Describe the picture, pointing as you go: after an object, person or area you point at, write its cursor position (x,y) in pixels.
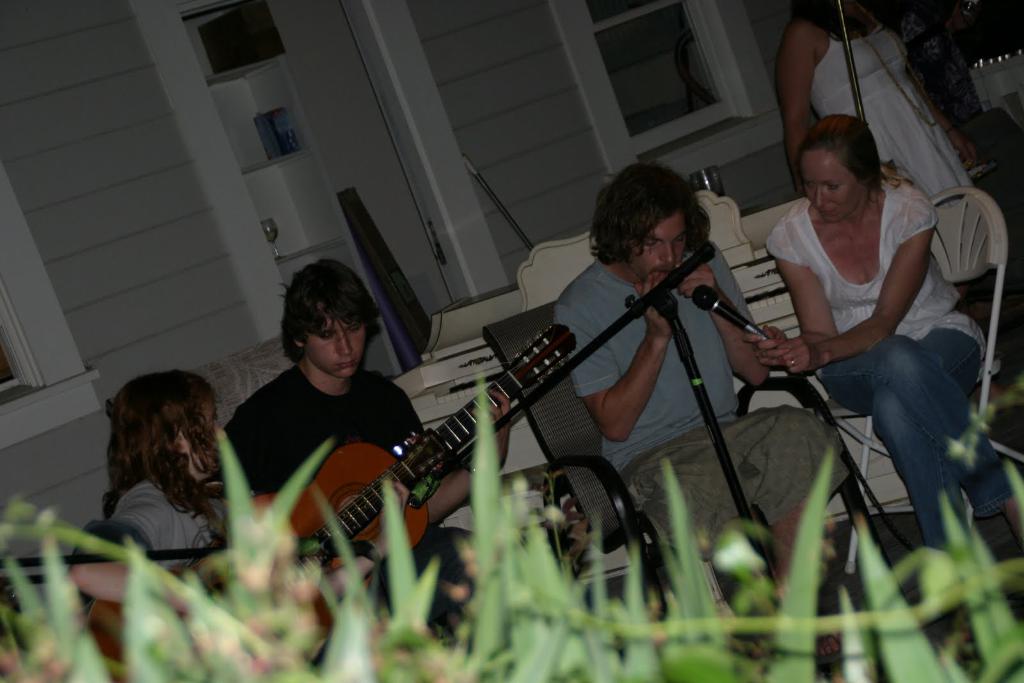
In the image we can see there are people (102,573) who are sitting on chair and holding guitar (456,436) in their hand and the woman (777,334) is holding mic (753,326) in her hand (799,346).
